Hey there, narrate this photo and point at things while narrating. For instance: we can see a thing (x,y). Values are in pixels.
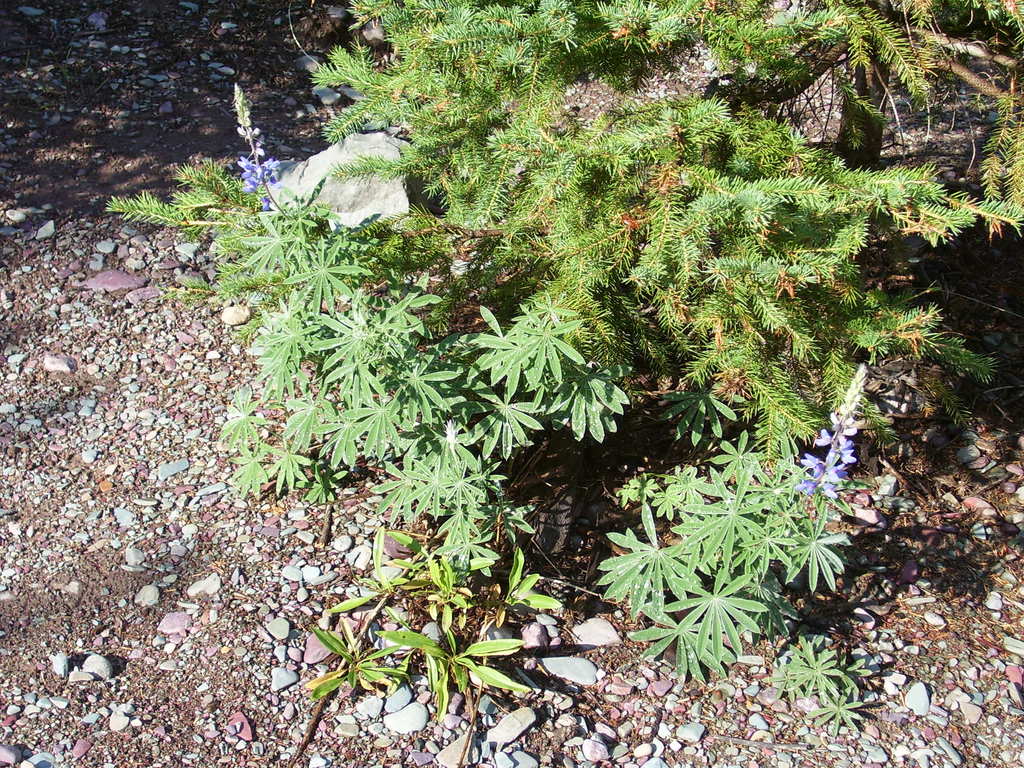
In this picture I can see there are plants (562,378) and there are flowers (831,492) and leaves (392,253). There are rocks (329,198), stones (238,382), soil (217,600) on the ground (47,724).
